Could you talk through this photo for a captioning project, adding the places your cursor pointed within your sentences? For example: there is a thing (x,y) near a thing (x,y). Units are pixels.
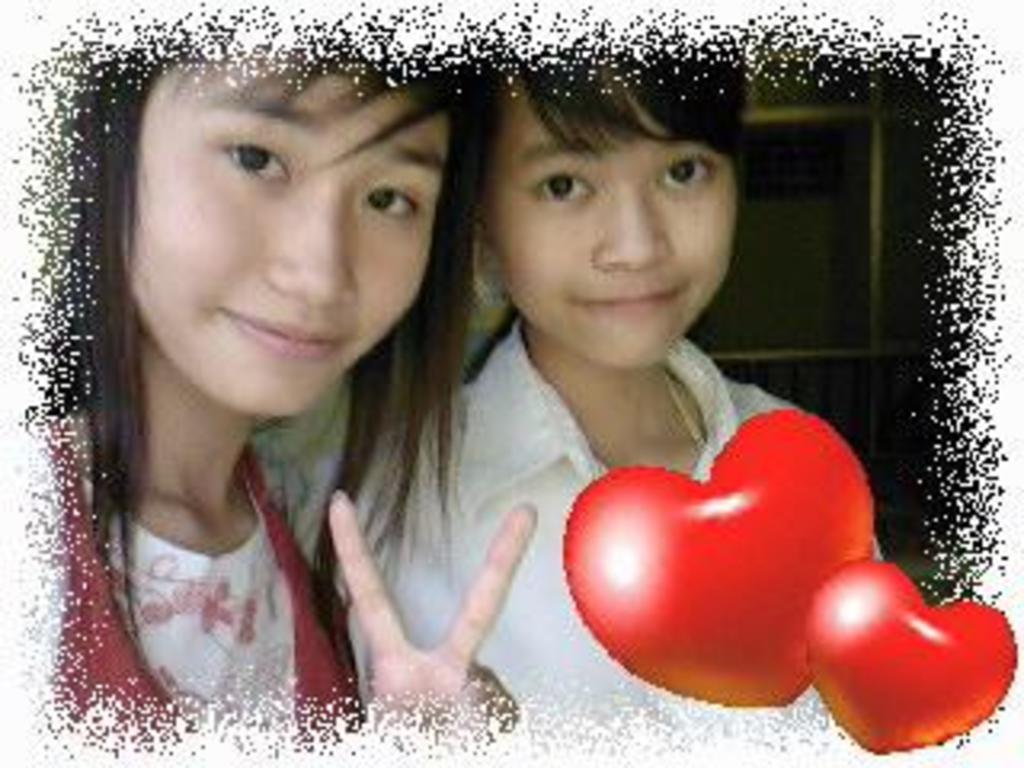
In this image we can see two women (604,209). And in the bottom right (856,578) we can see two red hearts (833,518).
